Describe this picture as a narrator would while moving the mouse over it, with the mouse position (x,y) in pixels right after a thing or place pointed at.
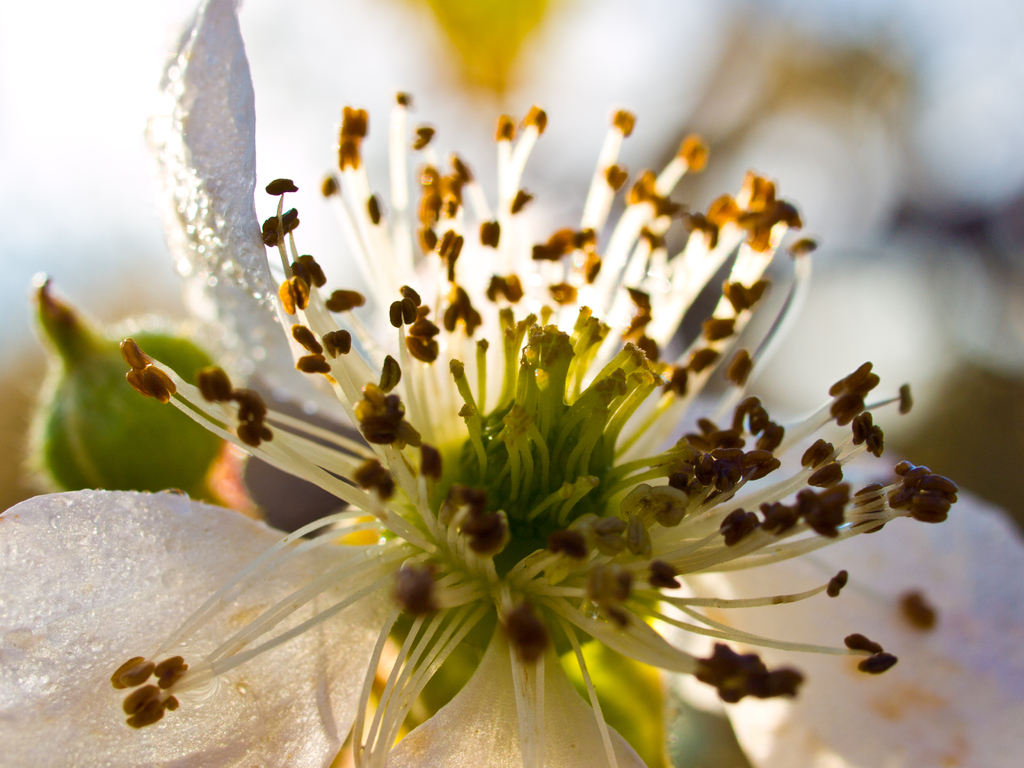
In this picture we can see a flower (157,383) and bud (83,456). In the background of the image (530,63) it is blue and white.
